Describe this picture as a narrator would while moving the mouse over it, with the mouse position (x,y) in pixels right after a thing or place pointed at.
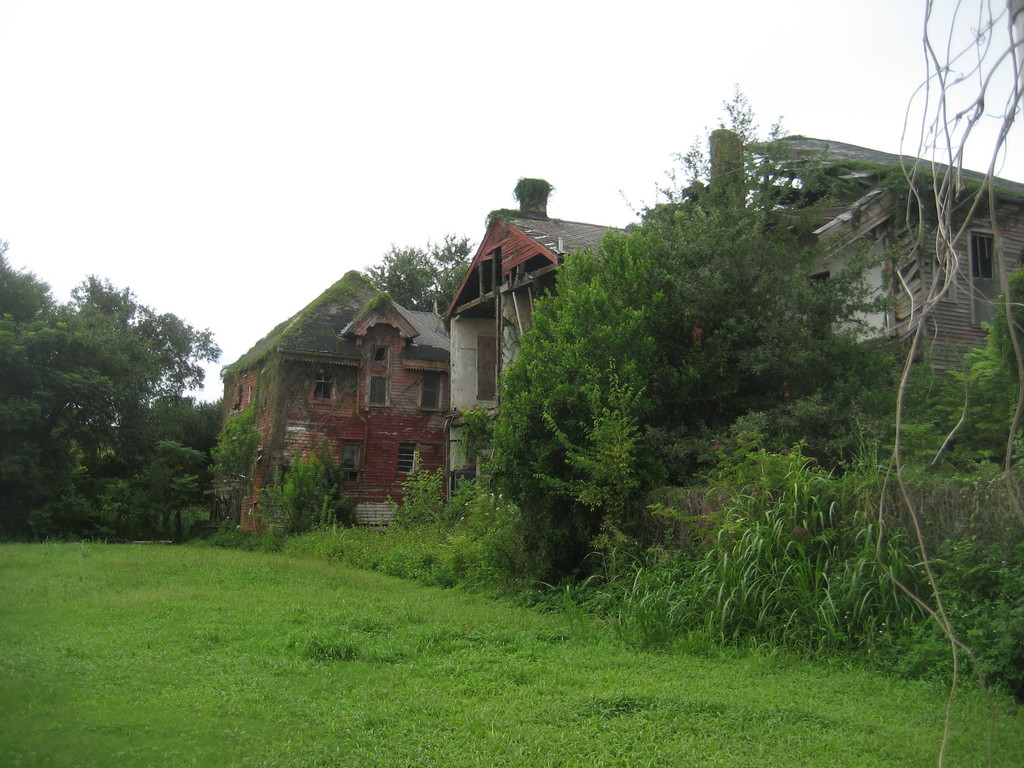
There is grass (1007,757), trees (642,332) and buildings (1004,255).
